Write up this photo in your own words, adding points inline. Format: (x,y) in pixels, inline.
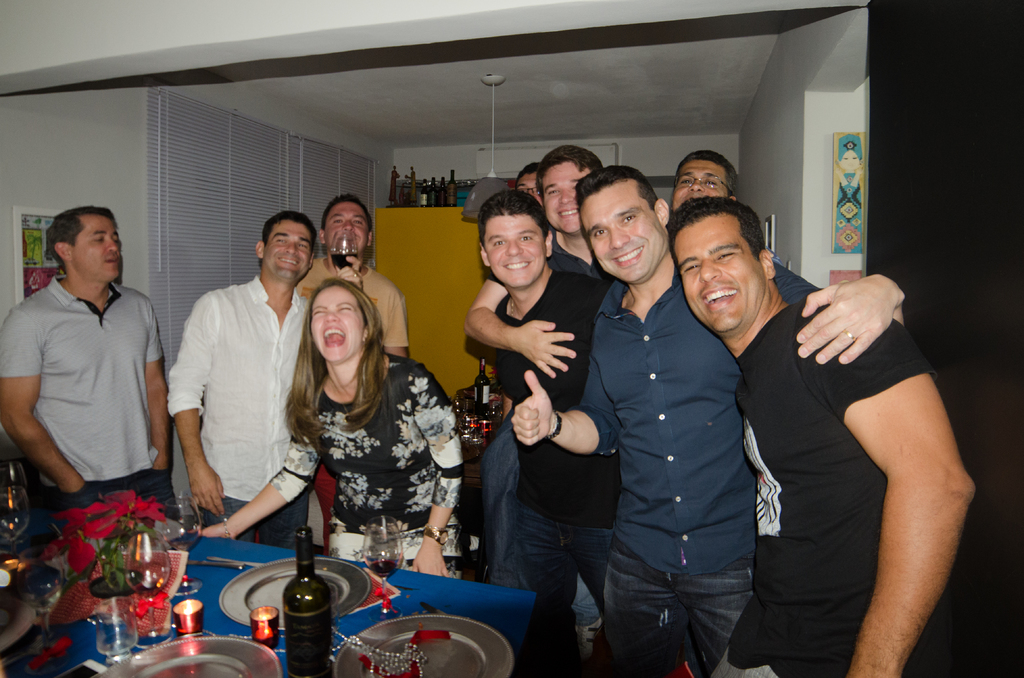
In the center of the image (367,404) there are people (110,257) standing. The man (346,274) standing in the center (360,250) is holding a wine glass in his hand (358,267). At the bottom (383,671) there is a table (40,528) and we can see plants (114,543), bottle (317,664), candles (184,610) and a decor (160,604) placed on the table (220,587). In the background (472,434) we can see bottles (441,202) and glasses (464,419). There is a shelf (448,224). We can see a curtain (281,163) and there is a wall (91,156).
